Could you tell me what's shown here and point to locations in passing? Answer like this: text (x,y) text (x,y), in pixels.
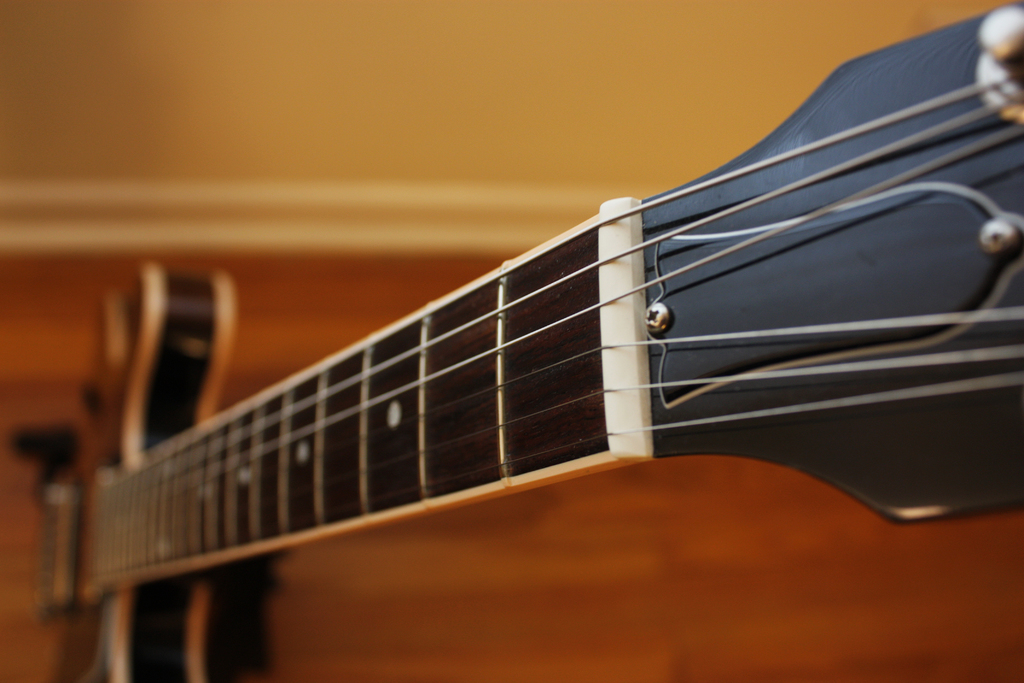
In this image I can see a guitar (487,325).
